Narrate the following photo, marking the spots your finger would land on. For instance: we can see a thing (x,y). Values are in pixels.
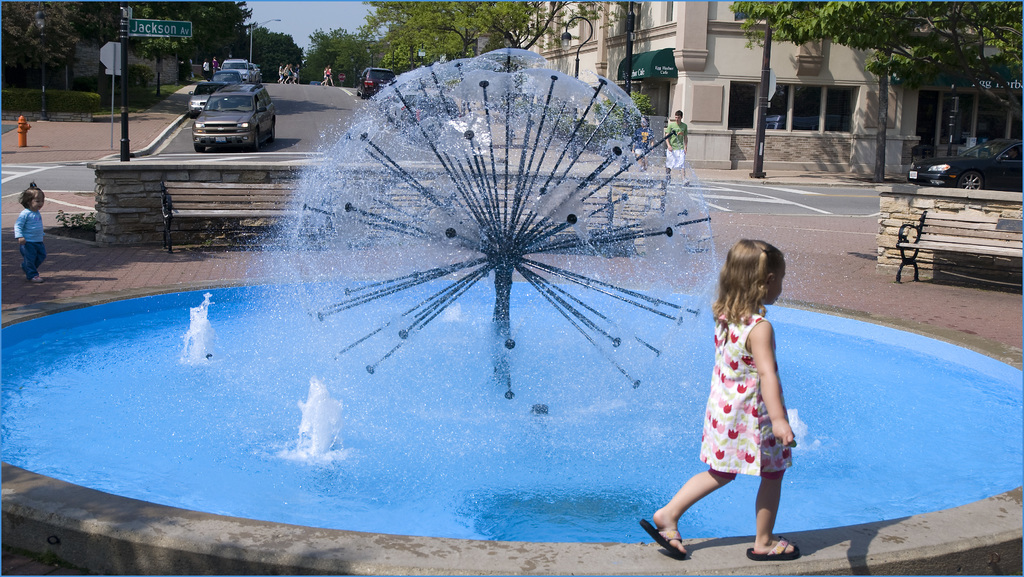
In this picture we can see a few fountains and the water (363,422). There is a girl (719,329) standing on the pond (227,449). We can see a kid (28,194) and benches (941,247) on the ground (214,271). There is some text (146,26) visible on a board (133,22). We can see a few street lights (127,41), trees (362,69), some objects (376,73) and a building (709,36) on the right side (888,108). We can see the sky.
